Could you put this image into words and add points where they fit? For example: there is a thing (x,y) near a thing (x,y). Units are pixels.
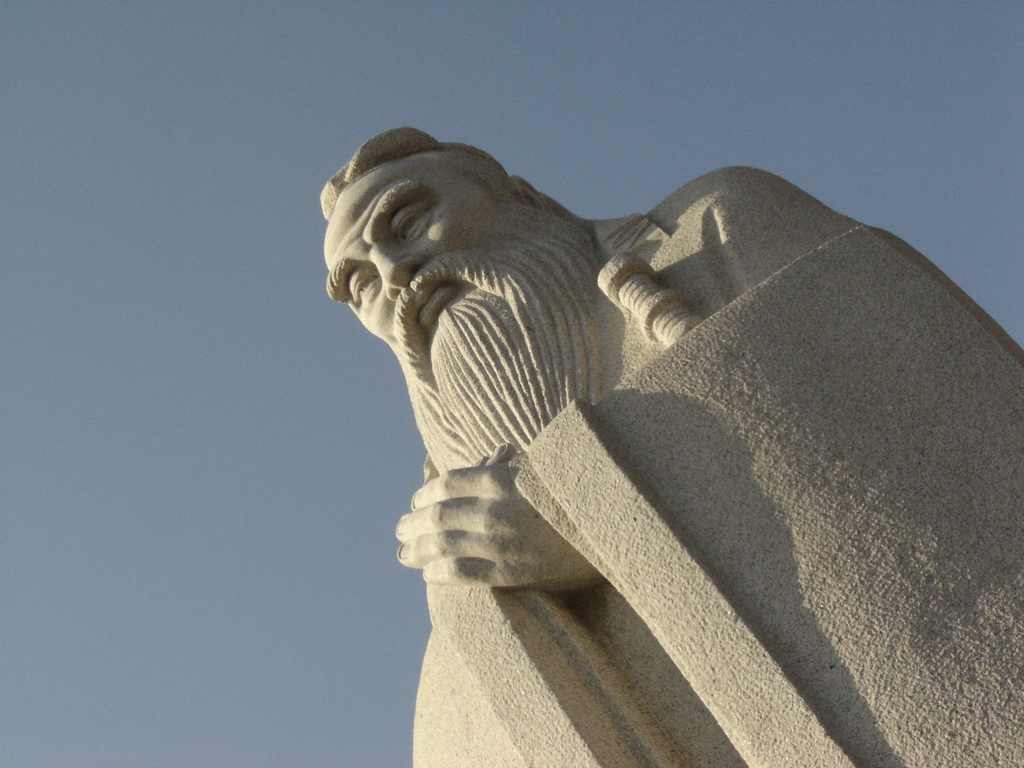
In this picture there is a statue of a person (521,264). At the top (250,76) there is sky (233,141).
